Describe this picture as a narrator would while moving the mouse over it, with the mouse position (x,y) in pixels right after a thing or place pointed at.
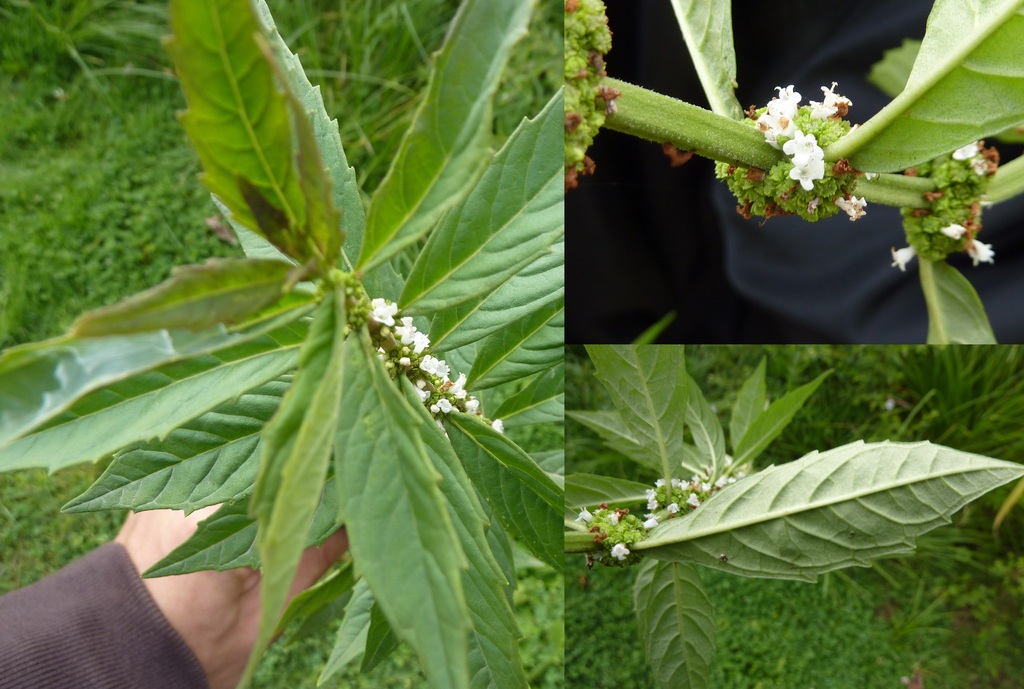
This image is a collage of three images. In this image there is a ground (792,623) with grass (867,613) on it and there is a plant (336,356) with leaves (411,441), stems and flowers (760,122) and there is a person (161,595).
